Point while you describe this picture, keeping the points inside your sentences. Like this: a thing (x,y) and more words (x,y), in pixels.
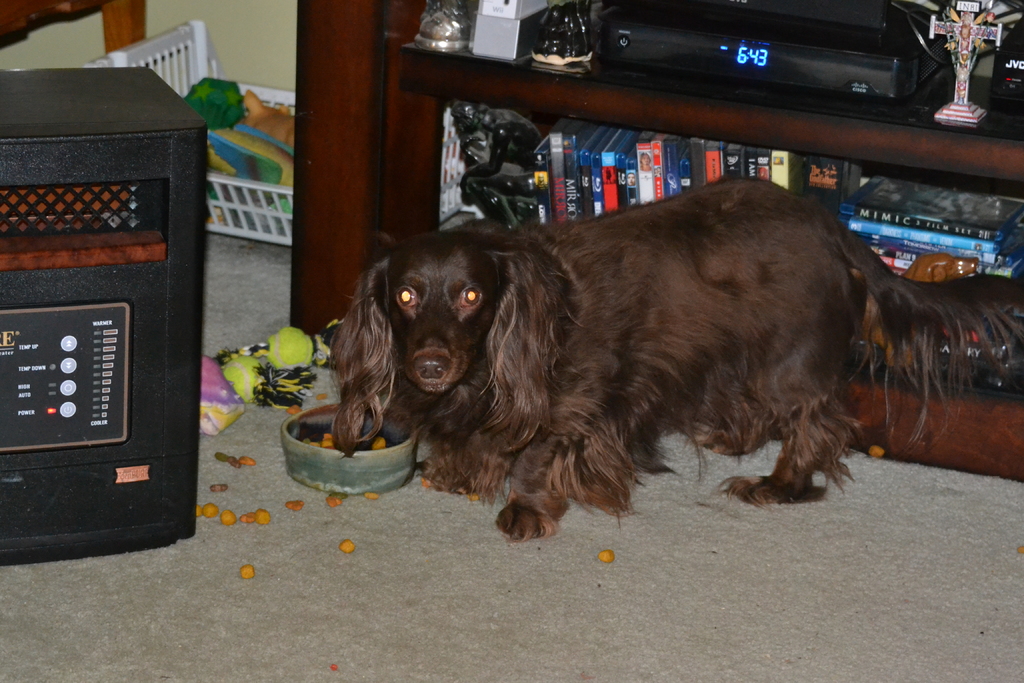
In the middle of the picture (507,264) we can see a dog (506,389) and food items (293,501). On the left (44,286) there is a heater (102,218). Towards right (724,100) we can see shelf (704,87), in the shelf (559,120) there are books (613,136), electronic gadget (689,59), sculpture (515,126) and various objects (524,31). At the top left corner (222,48) there is a wooden object (119,25), basket (265,209), wall (224,53) and other objects (254,123).
